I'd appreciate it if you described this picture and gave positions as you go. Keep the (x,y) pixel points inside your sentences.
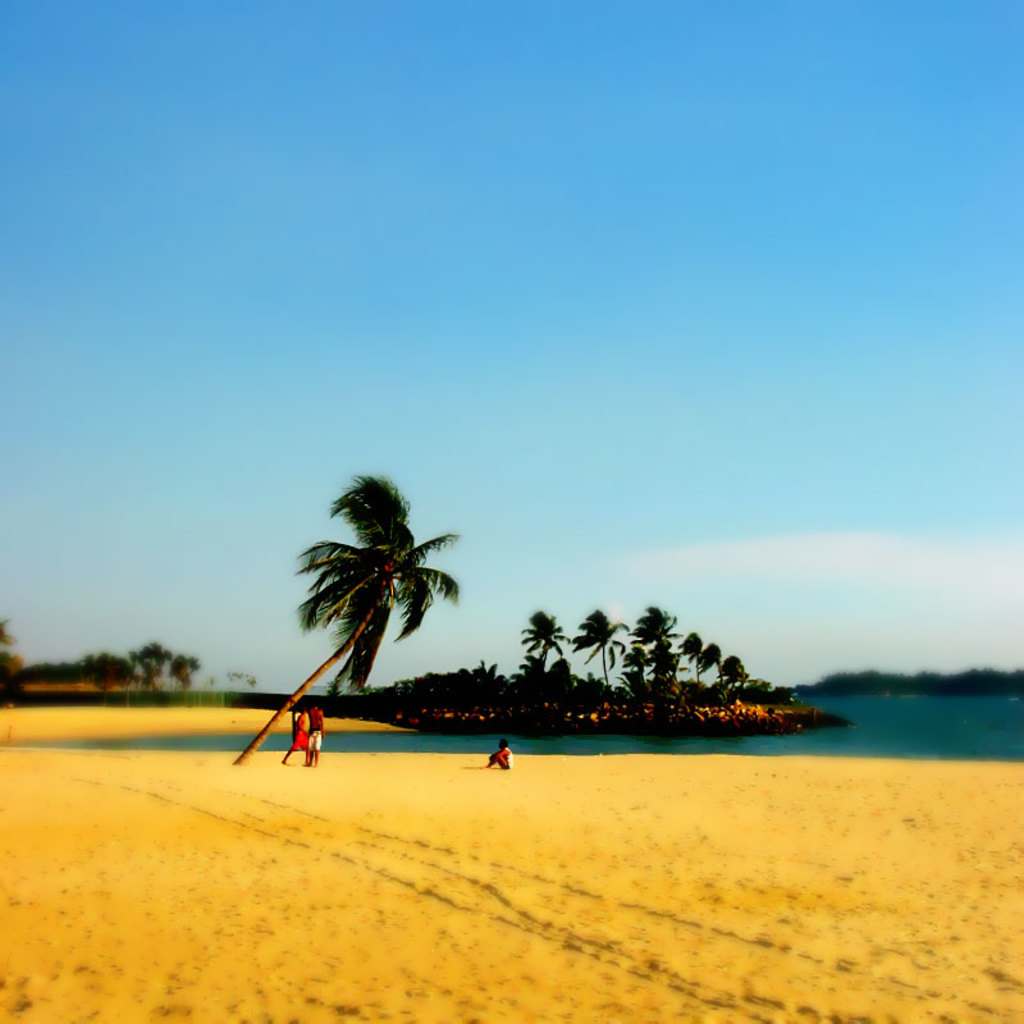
In this picture there are two persons (315,725) who are standing near to this coconut tree (374,598), besides them we can see another person (501,764) who is sitting on the sand (494,782). On the background (599,681) we can see many trees (637,681). On the right (1009,740) we can see river (973,719). On the top (688,185) we can see sky (756,236) and clouds (1009,589).
